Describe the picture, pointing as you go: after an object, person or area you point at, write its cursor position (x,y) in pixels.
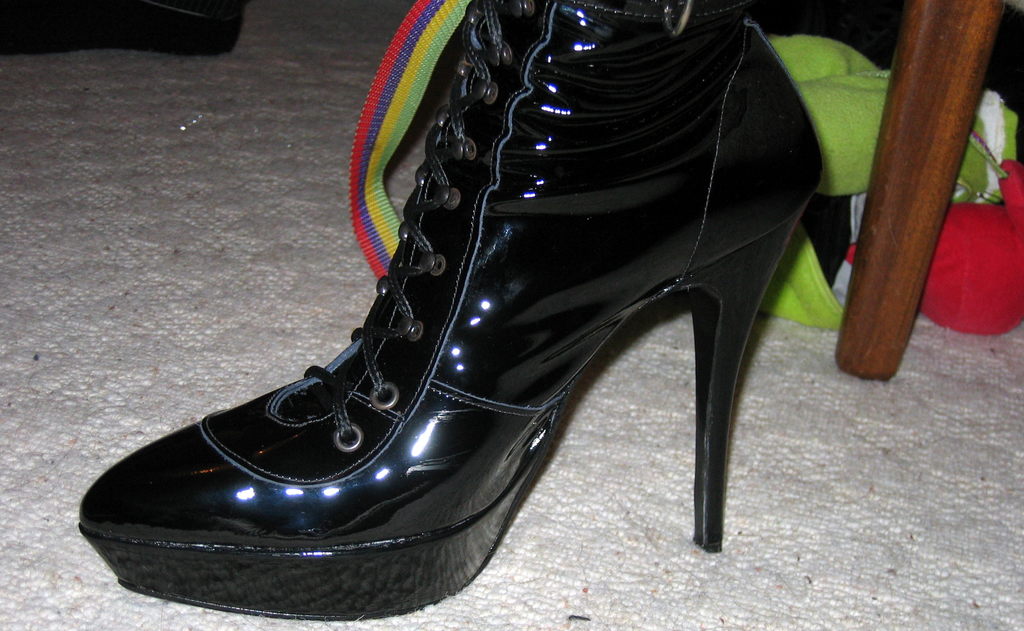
This picture contains a shoe (461,394) or a sandal (461,394) of the woman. It is in black color. Beside that, we see a belt (373,97) in red, violet, yellow and green color. Behind that, we see green and red color clothes (857,160). Beside that, we see the leg (876,227) of the chair (882,330). At the bottom of the picture (692,535), we see a white carpet (692,535).
